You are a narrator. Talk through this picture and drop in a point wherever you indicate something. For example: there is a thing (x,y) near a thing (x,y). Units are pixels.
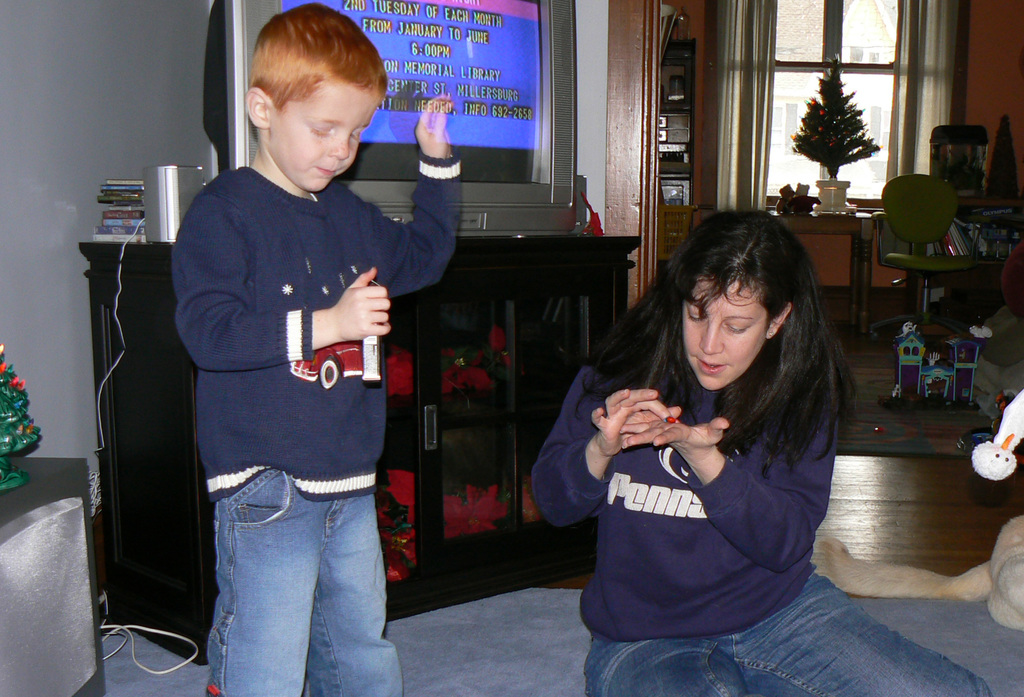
There is a woman (725,464) sitting and this boy (284,377) standing and holding an object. Left side of the image (0,435) we can see Christmas tree (10,444) on the table (70,480). Behind these two people (616,394) we can see television (467,13), books (109,202) and object (180,185) above the cupboards (500,241). In the background (819,96) we can see chairs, toys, Christmas tree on the table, window (796,38) and curtains (759,157).
